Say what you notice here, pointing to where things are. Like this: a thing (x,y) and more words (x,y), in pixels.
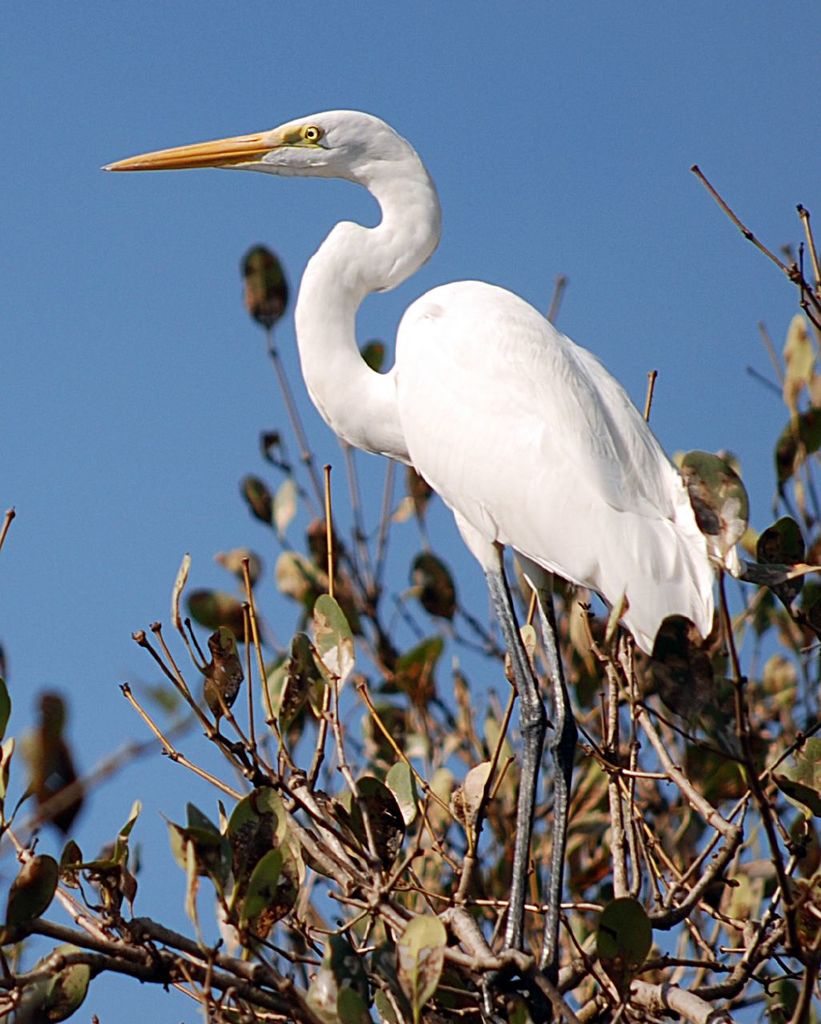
There is a crane (639,524) and a tree (419,514) in the foreground area of the image (344,446) and the sky (266,225) in the background (144,313).
